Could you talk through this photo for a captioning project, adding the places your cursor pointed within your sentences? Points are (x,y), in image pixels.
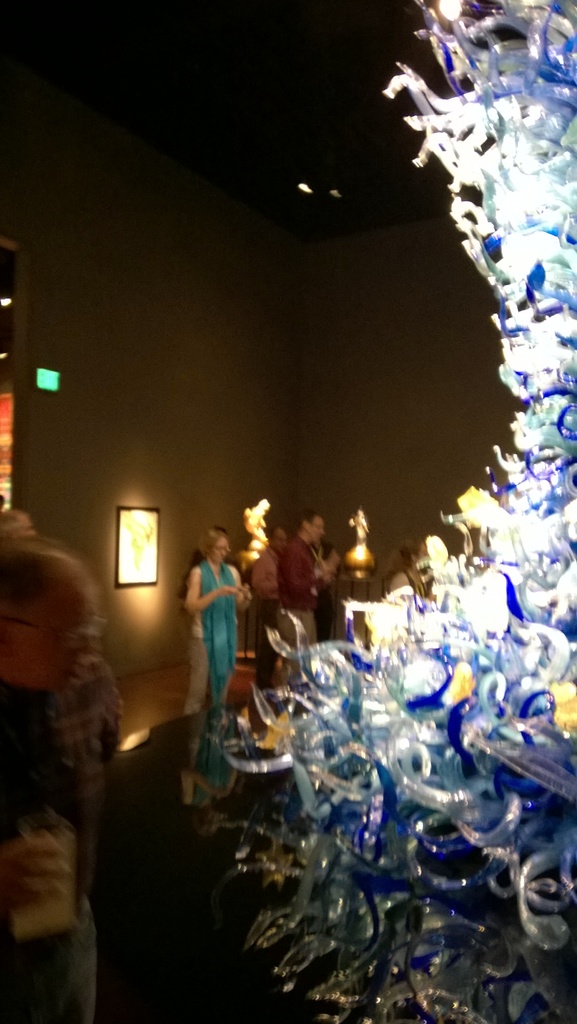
In this image, this looks like a glass object (487,618). I can see groups of people (307,553) standing. This is a frame (127,556), which is attached to the wall (139,494). I think these are the sculptures (362,537), which are placed on the tables (367,587).
